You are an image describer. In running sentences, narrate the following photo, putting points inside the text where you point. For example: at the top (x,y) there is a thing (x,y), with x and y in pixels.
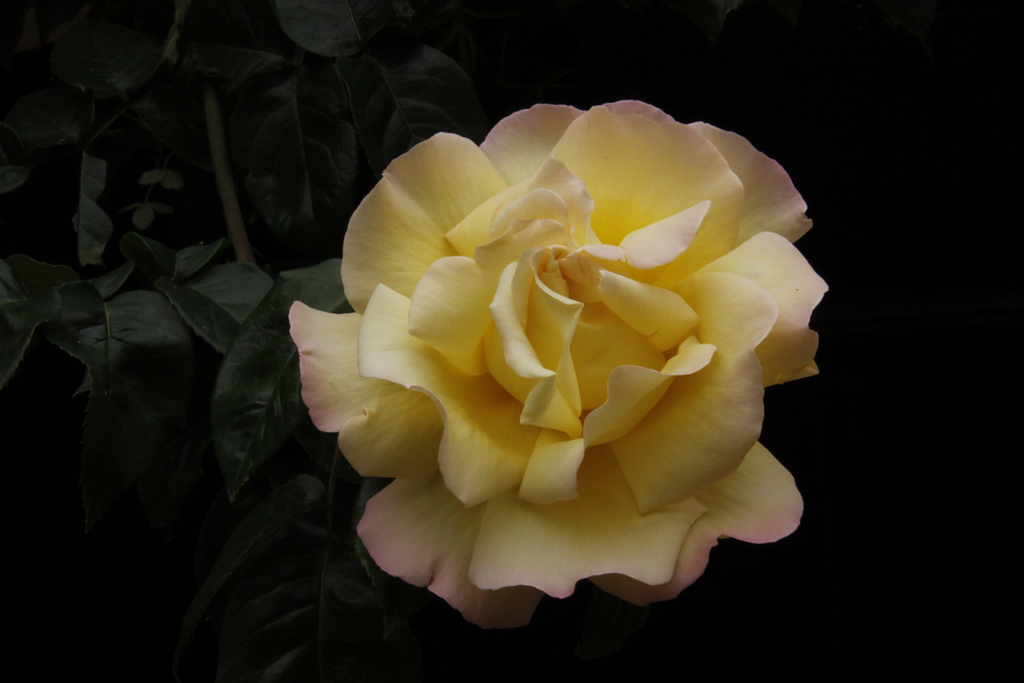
In this picture we can see the green leaves (343,185) and a yellow rose flower (390,173). Right side (809,79) portion of the picture is completely dark.
